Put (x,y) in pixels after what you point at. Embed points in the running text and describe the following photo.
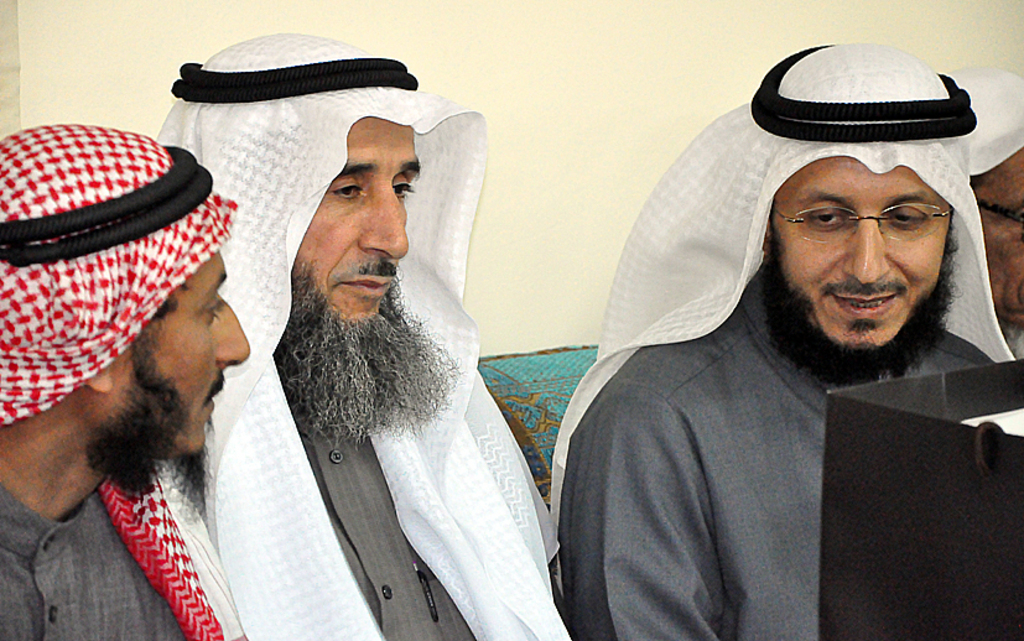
In this picture I can see few people (800,292) are sitting and it looks like a paper bag (888,499) at the bottom right corner (978,587) and all the people (717,176) wearing clothes (36,161) on their heads (986,191) and I can see a wall (719,87) in the background (954,55).
